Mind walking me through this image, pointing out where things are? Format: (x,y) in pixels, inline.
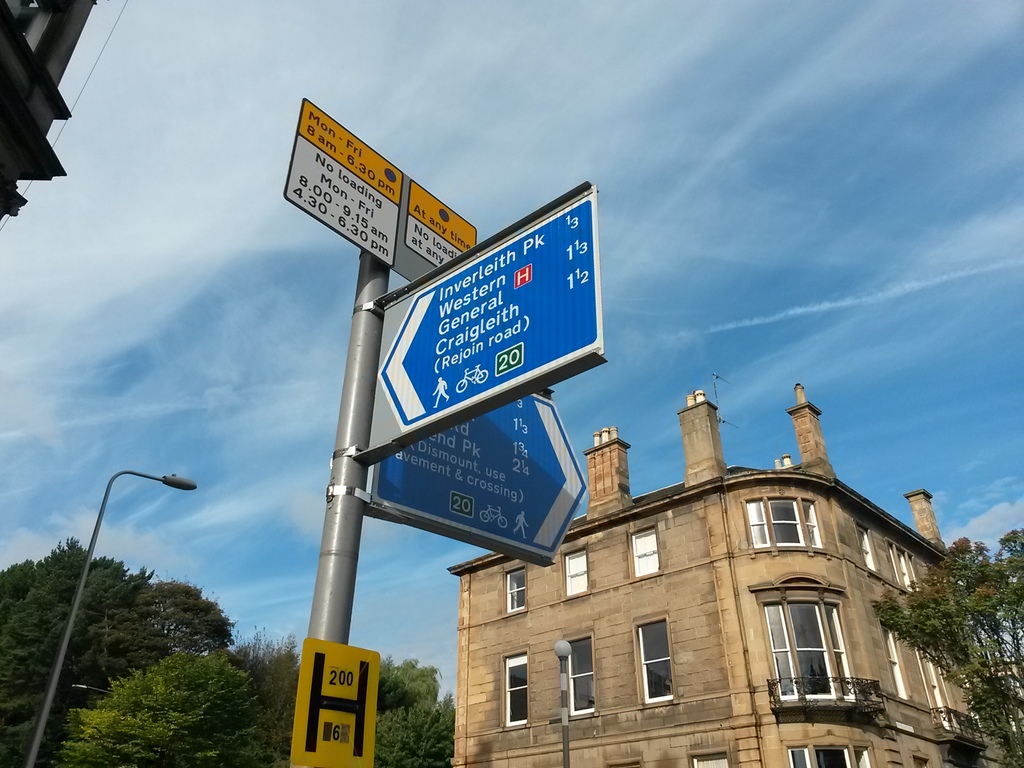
In this image we can see a pole (335,470) with sign boards (389,407), street lights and trees (251,664) near the building (706,603).
